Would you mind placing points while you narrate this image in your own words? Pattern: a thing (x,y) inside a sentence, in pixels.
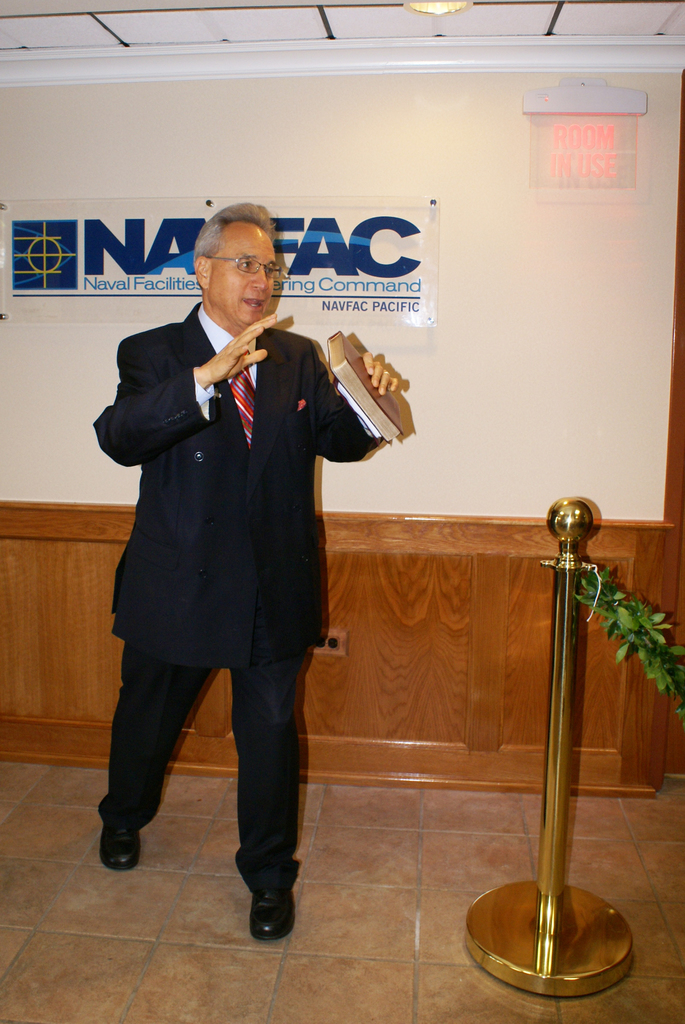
In the image we can see a man (199,525) walking, wearing clothes (236,501), spectacles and he is holding a book (372,416) in his hand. Here we can see pole (566,669), leaves (658,664), floor (355,892), wall (521,417) and the poster (432,271). Here we can see the light (427,1).
